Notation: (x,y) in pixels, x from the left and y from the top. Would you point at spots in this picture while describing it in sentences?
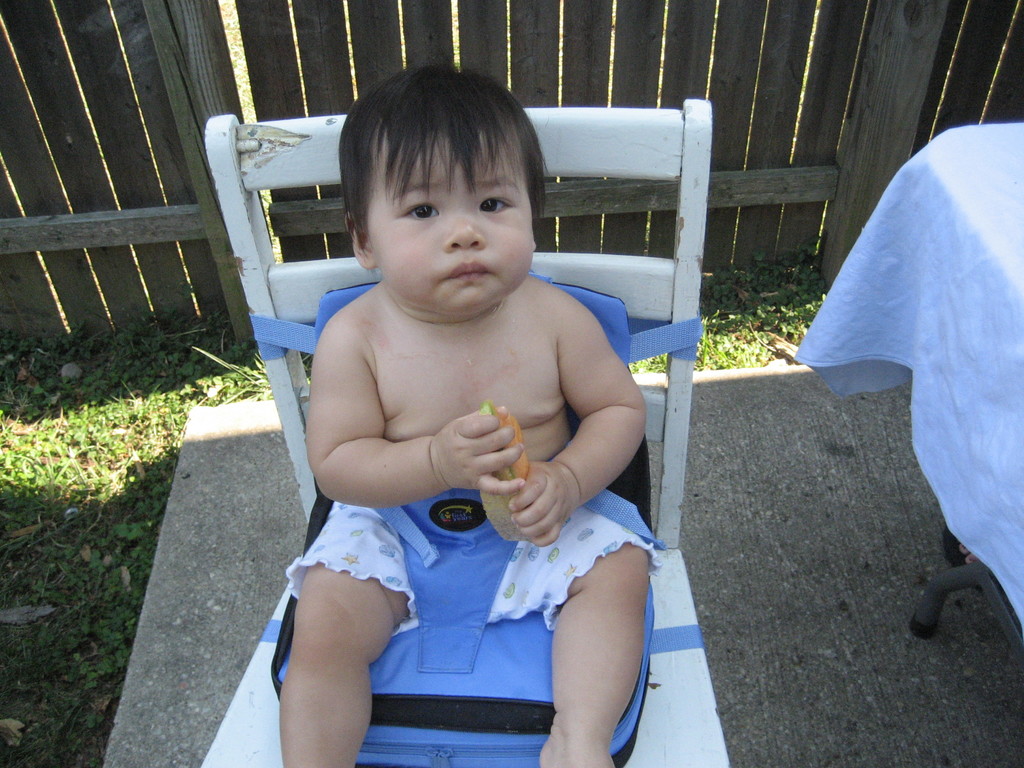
In this image I can see the child (370,429) sitting on the chair (515,735). The child (362,633) is wearing the white color pant (304,558). To the side there is a table (938,403) and I can see the white sheet (896,281) on it. In the background (372,87) there is a wooden fence (271,98).
